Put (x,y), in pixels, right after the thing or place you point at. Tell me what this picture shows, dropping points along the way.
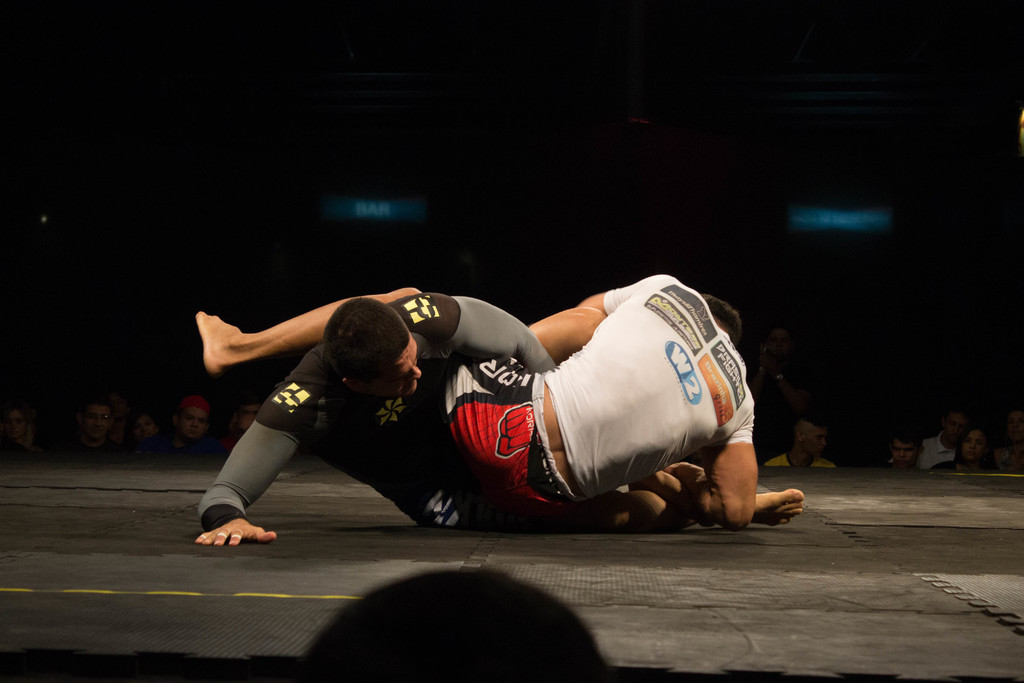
In the middle (471,382) 2 men (461,400) are wrestling, this person (568,395) wore a white color t-shirt (634,395) and this person (427,393) wore a black color t-shirt (437,426).
